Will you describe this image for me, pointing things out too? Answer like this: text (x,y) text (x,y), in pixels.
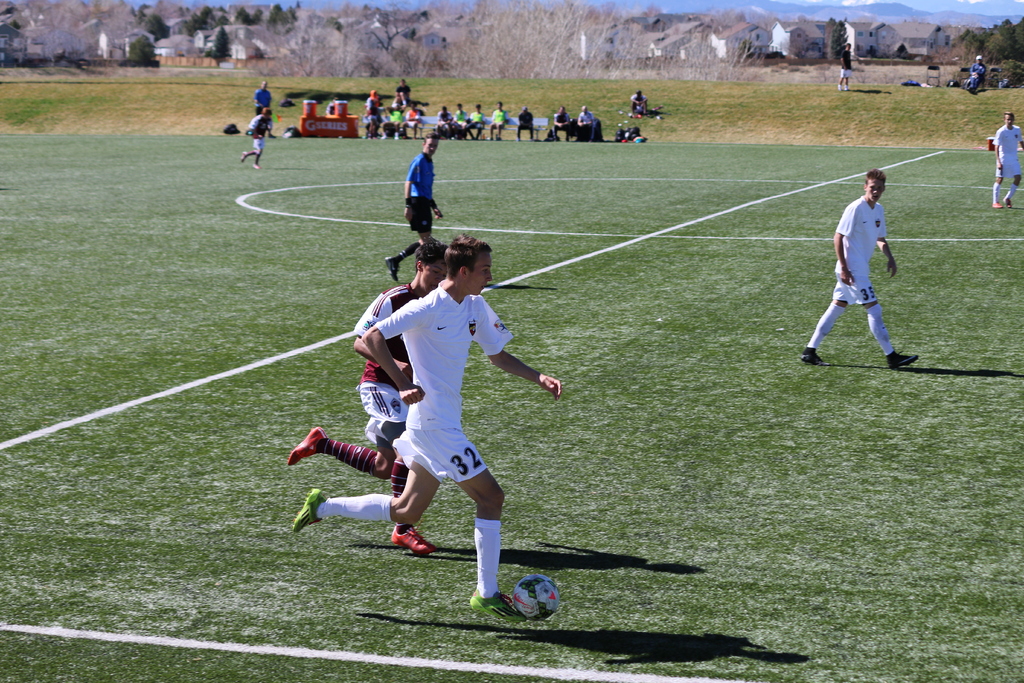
In this picture we can find a people (459,412) running a ball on the ground (595,402), the ground (295,297) is green in colour with grass (232,431). In the background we can find some people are sitting on the chairs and there are houses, trees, sky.
